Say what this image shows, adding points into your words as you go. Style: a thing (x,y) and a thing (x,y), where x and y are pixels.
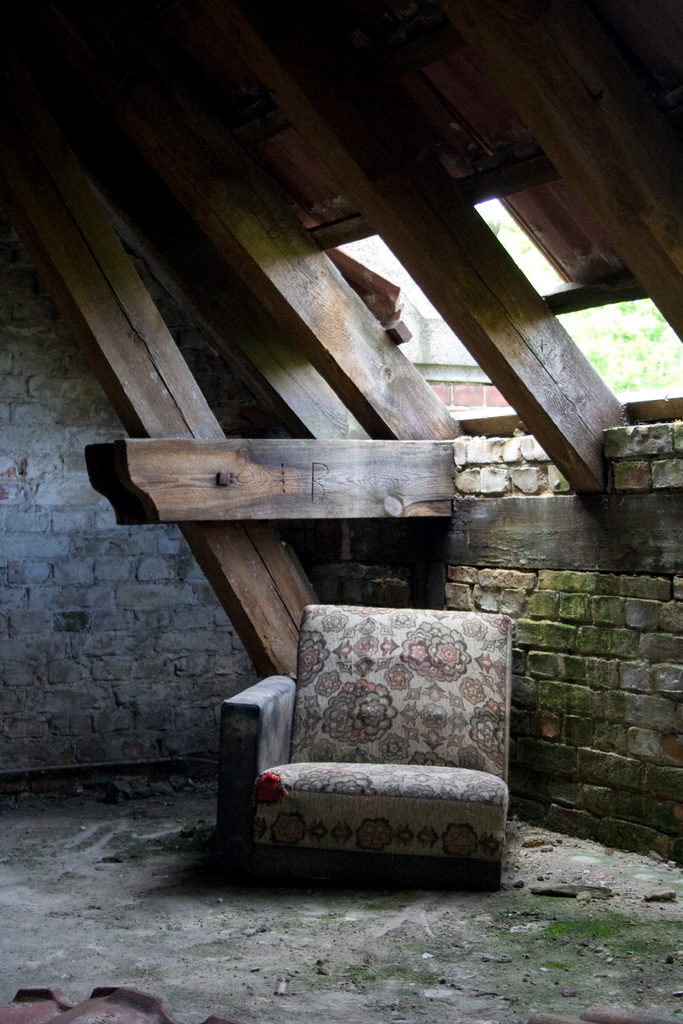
In this picture, we see a sofa chair (381,733). Beside that, we see a wall (576,667) which is made up of bricks (617,646). At the top (327,117), we see a wooden roof (291,90). In the background (630,351), we see the trees (630,351) and a wall (73,372).
